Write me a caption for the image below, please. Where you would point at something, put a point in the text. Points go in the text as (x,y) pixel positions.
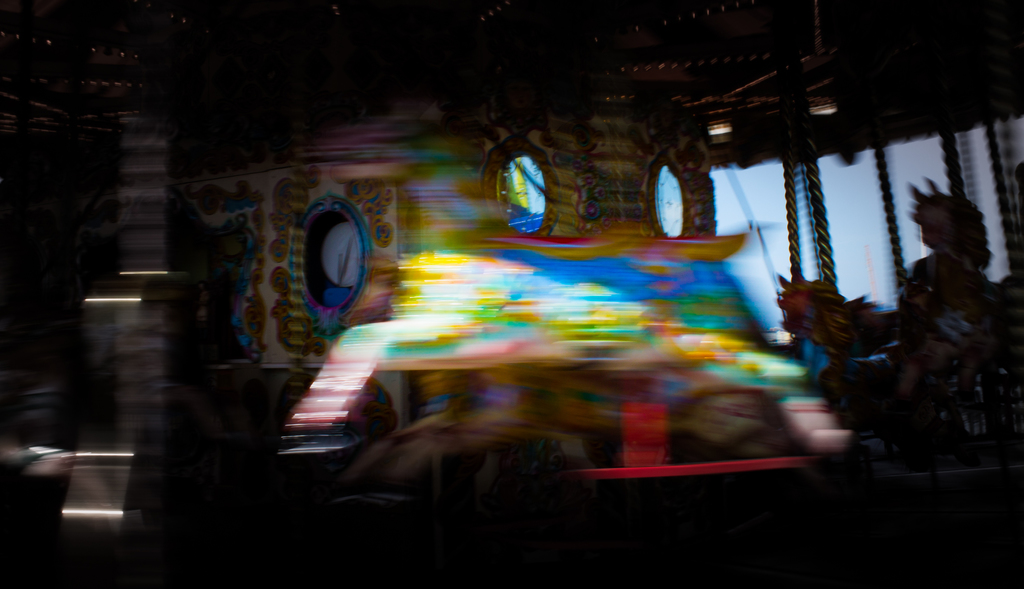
This is blurred image with some objects (672,273).
